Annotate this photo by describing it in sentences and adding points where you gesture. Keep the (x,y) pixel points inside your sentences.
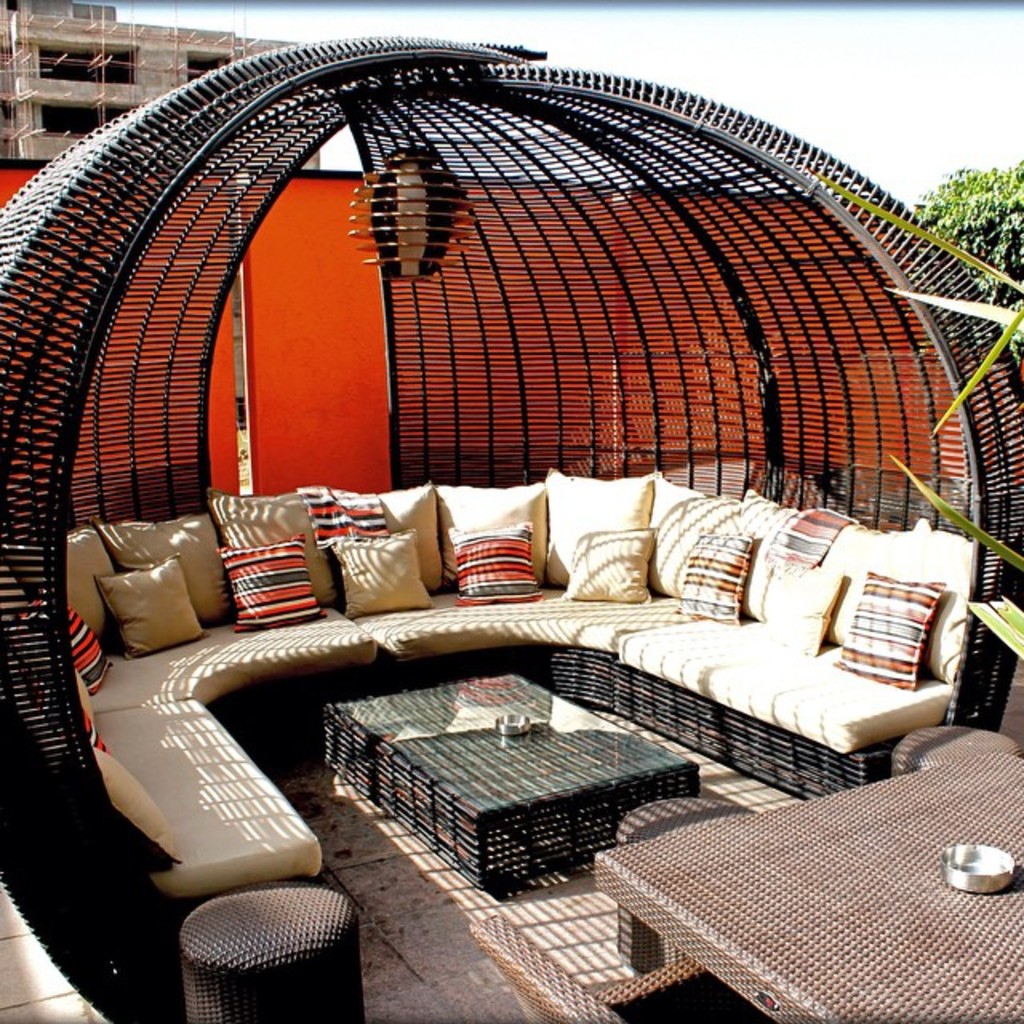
At the top (777,70) we can see sky (940,83). On the background (96,74) we can see a building (83,77) which is under construction. This is a tree (960,236). Here we can see a sofa (264,660), pillows (503,511) on it, tables (614,852).
